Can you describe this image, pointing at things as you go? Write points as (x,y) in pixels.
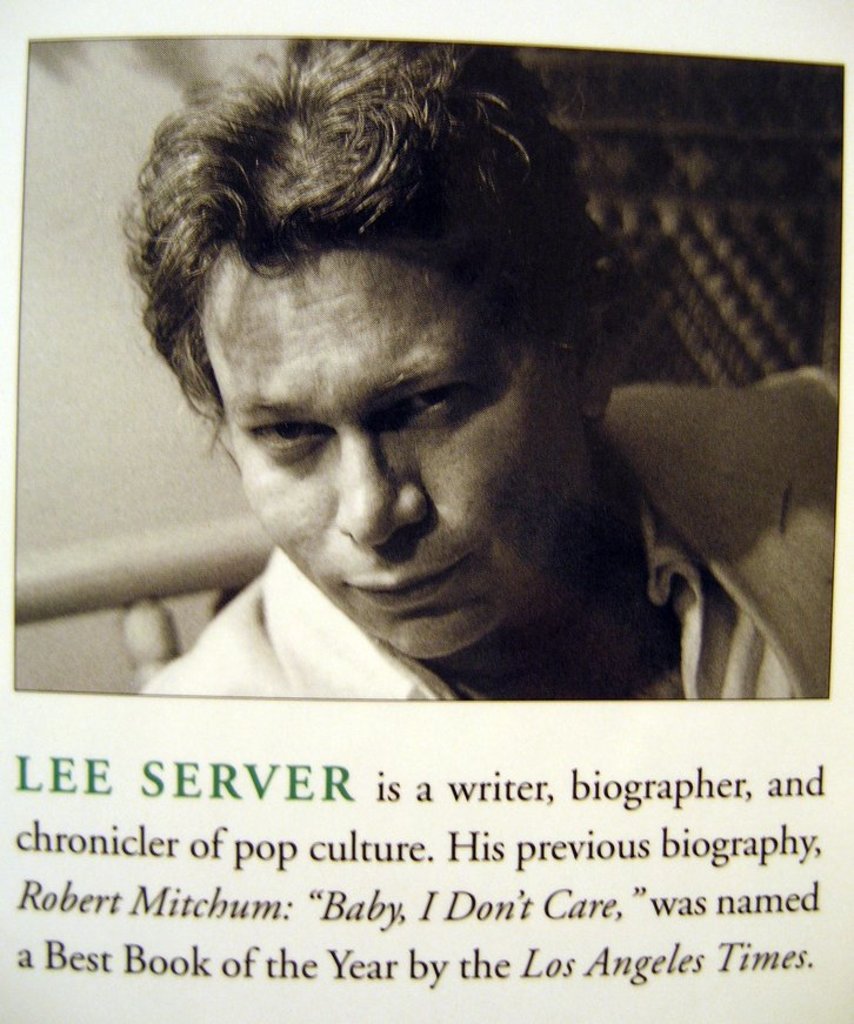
In this image I can see a person face (329,428) and wearing white dress (690,652). I can see something is written on paper (305,716).
